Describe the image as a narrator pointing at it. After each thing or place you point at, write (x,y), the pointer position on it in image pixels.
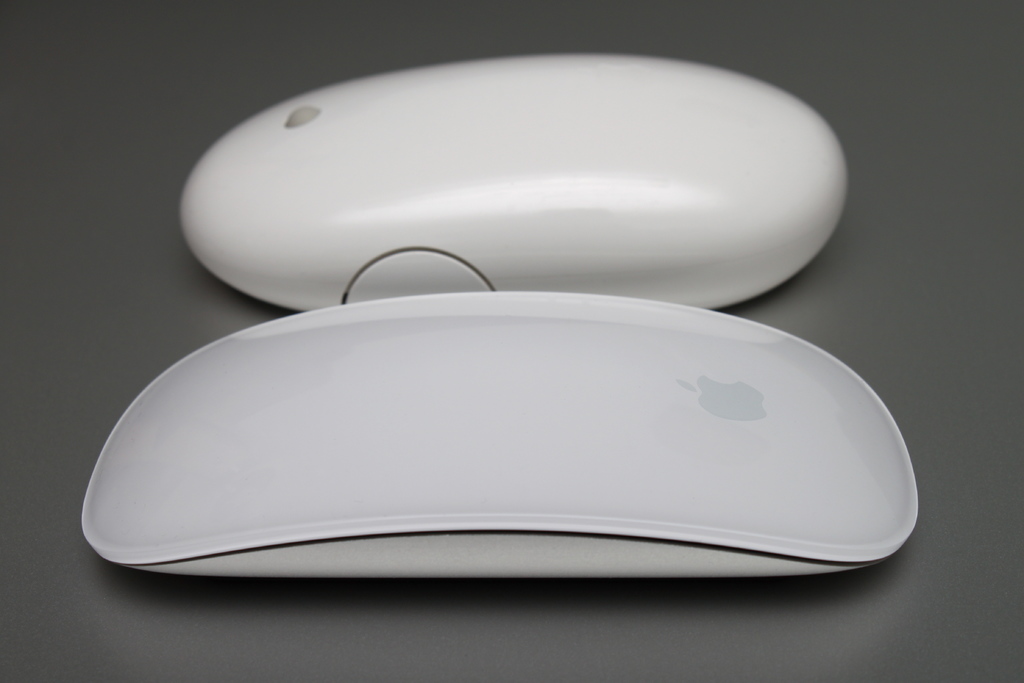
In this image there are two devices (327,387) on the floor (789,321).
